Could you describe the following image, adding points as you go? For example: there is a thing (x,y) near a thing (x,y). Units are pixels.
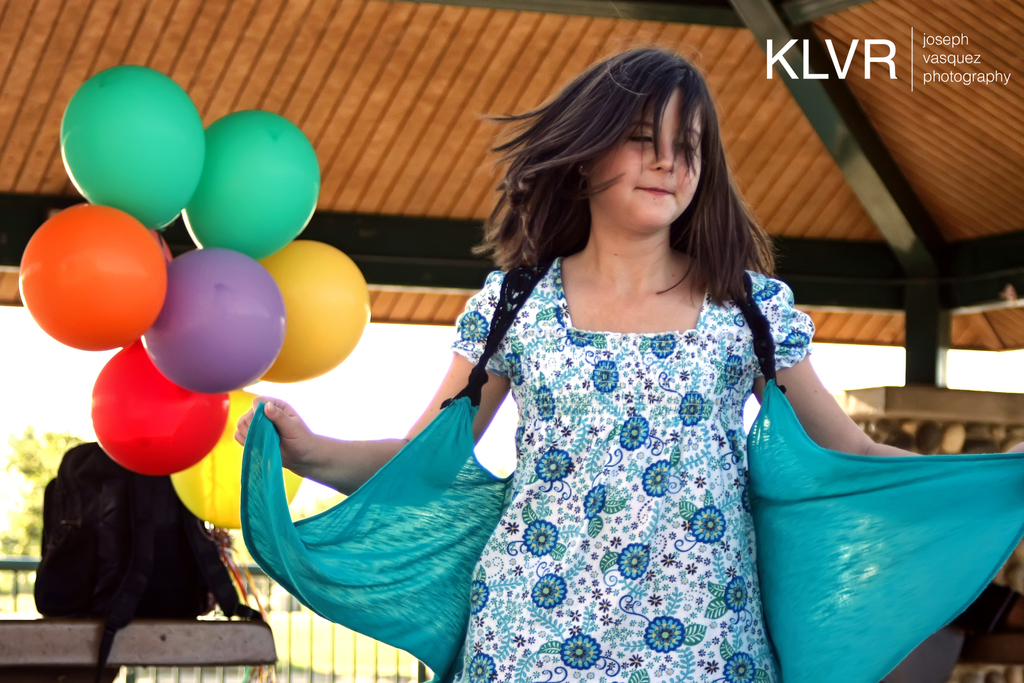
In this picture there is a girl (410,545) and we can see balloons (184,422), bag (154,559) on the platform (206,657), railing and shed (1001,269). In the background of the image (396,366) it is blurry and we can see the sky (383,376). In the top right side of the image (1000,70) we can see text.
